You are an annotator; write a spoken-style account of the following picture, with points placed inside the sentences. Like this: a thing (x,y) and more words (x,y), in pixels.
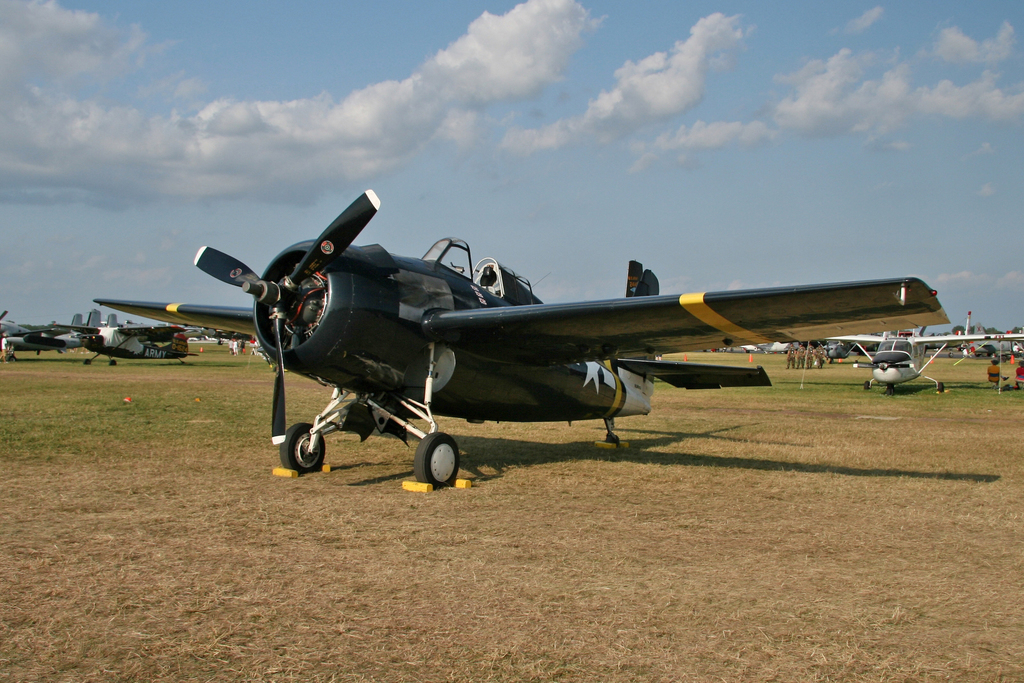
In this picture there are aircrafts (508,399) and there are group of people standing and there are trees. On the right side of the image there are two persons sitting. At the top (177,35) there is sky (244,51) and there are clouds (527,60). At the bottom (743,491) there is grass (897,457).
